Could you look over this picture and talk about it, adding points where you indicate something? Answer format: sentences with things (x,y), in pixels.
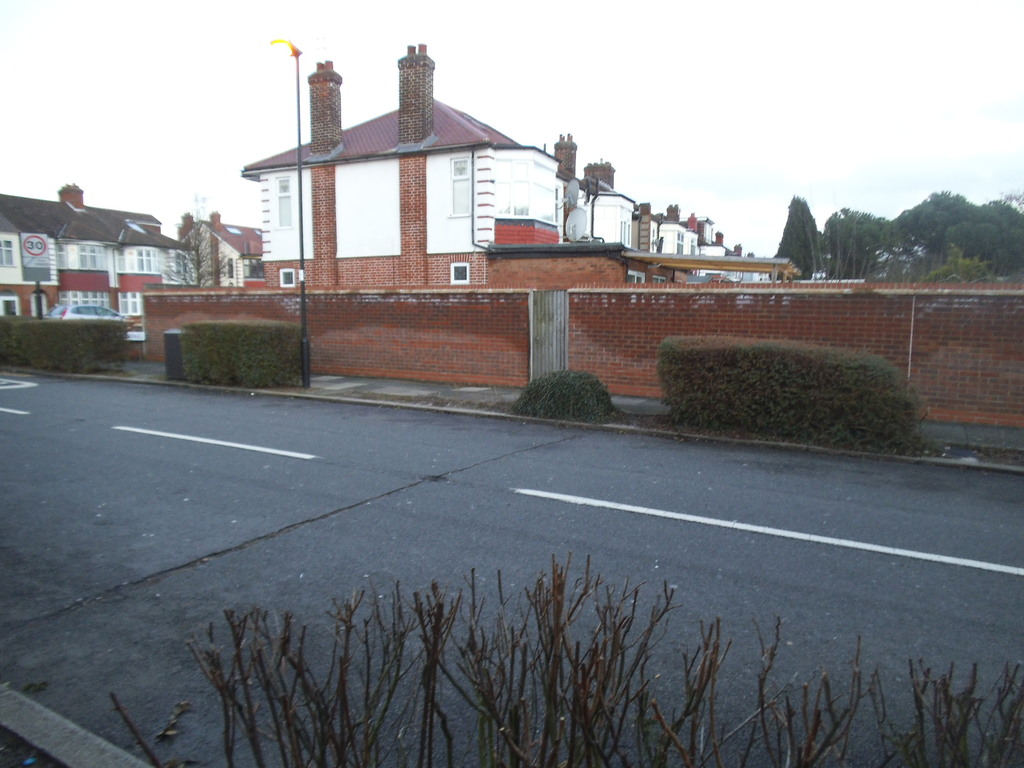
At the bottom of the picture (468,675), we see the plants (439,624) and the road (505,582). In the middle (557,382), we see the hedging plants (580,377), garbage bin (181,354) and a street light (304,338). Behind that, we see the wall (590,334) which is made up of the bricks (462,323). There are trees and the buildings (510,237) in the background (554,249). At the top (518,76), we see the sky (550,50).
